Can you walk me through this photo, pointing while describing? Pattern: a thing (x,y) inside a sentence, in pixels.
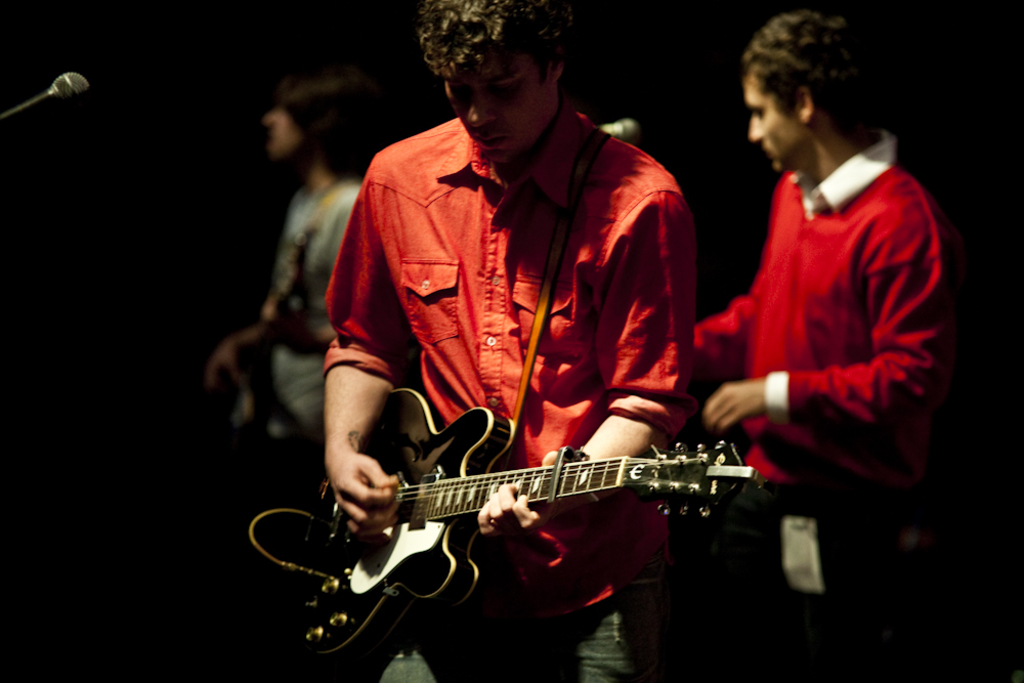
In this image, there are three person (792,42) standing and two (406,641) playing guitar (445,506) in front of the mike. The background (929,97) is dark in color. This image is taken during night time in a concert.
